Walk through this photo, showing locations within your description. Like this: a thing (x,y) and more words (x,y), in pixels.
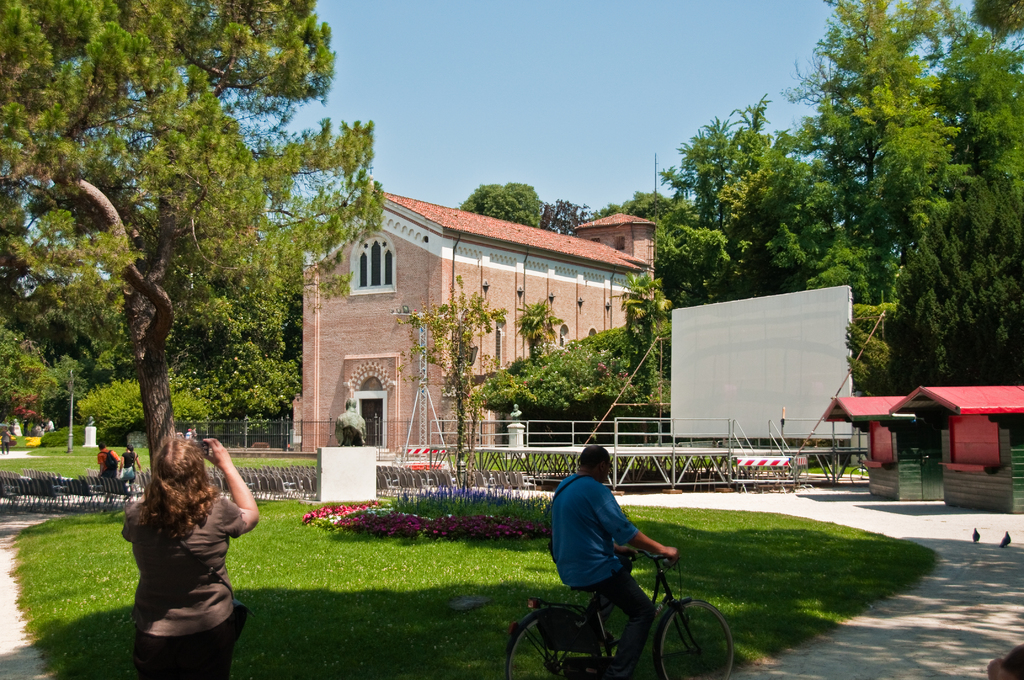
This is a picture consist of a house (358,321), in front of a house (371,325) there are some trees (856,190) and there is a sky (537,116) visible in the back ground (499,131), in front (606,535) there is a person (570,566) wearing a blue color shirt (588,545) riding on the bi-cycle (584,629), there is a grass (724,554) visible and there is a woman (164,596) on left side (146,581) wearing a gray color t-shirt (146,561), she is standing on the grass (99,620) and there are some chairs (84,485) kept on the road (1000,537) and there is a sculpture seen on the middle (351,414) and there is a white color board (738,361) visible on the right side (723,400) and there are two persons (112,454) walking on the road (969,535). And there are two birds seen on the right side (1011,543).
